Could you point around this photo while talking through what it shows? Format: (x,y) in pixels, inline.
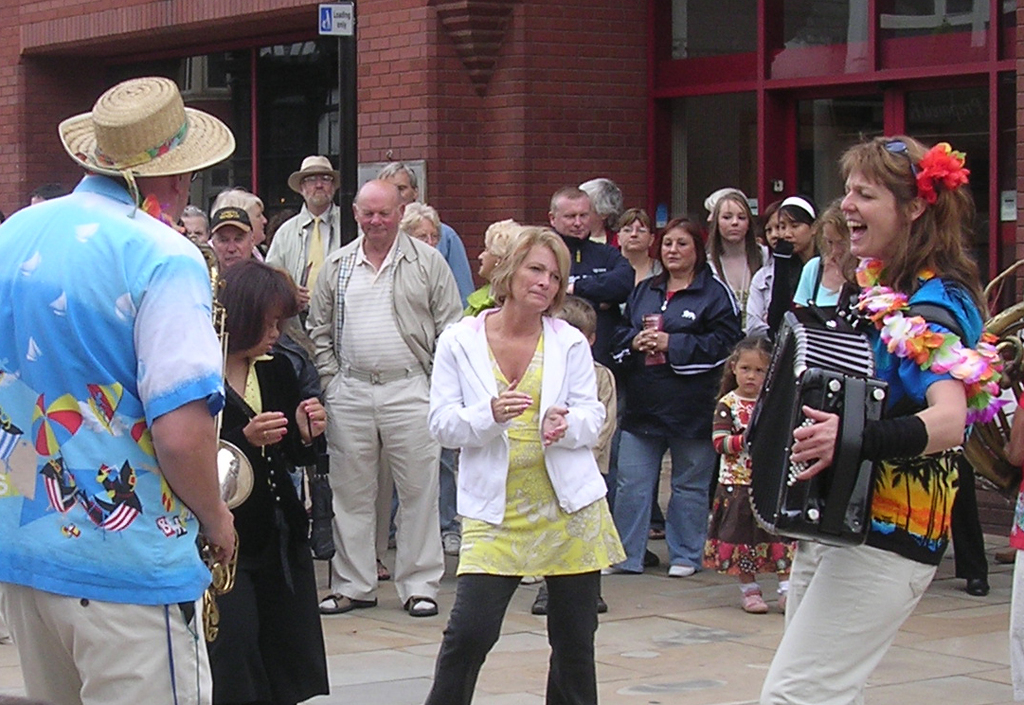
In this picture there are people (664,290) standing. The woman (895,339) to the right corner (939,363) is playing accordion (833,378). The man (204,408) to the left corner (211,409) is playing saxophone (239,474). The woman (531,394) in the center (519,401) is dancing. Behind her there is crowd (511,235) and a building (517,80).
